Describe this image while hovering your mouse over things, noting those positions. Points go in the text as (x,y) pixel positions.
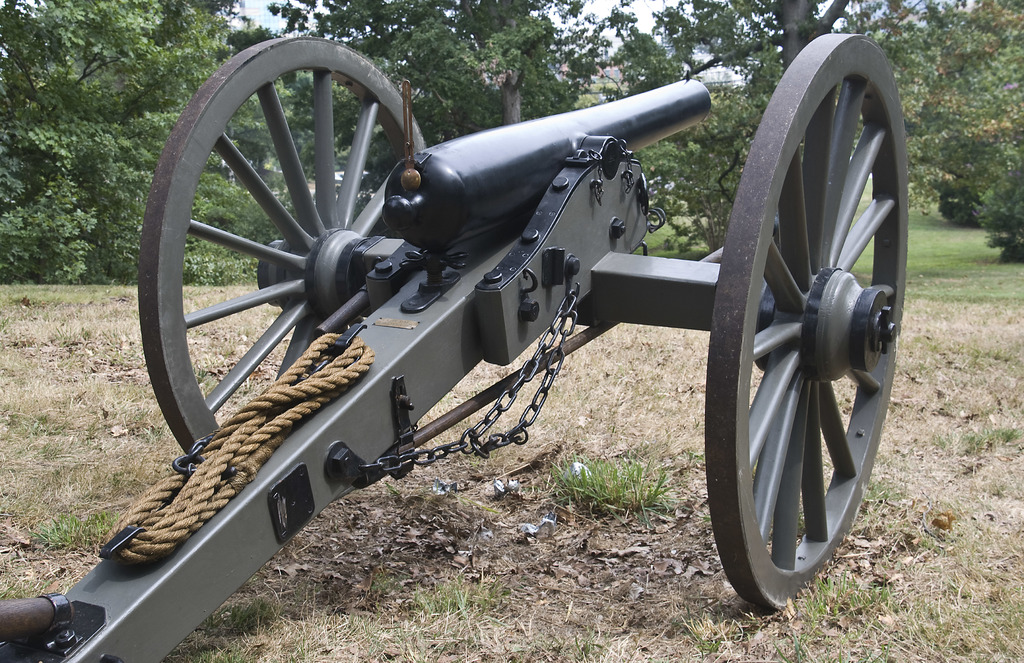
This image is taken outdoors. At the bottom of the image (469,594) there is a ground (533,585) with grass (932,462) on it. In the background (955,123) there are a few trees (956,109) and plants (109,240). In the middle of the image (448,312) there is a cannon (148,246) and there is a rope (201,517).
